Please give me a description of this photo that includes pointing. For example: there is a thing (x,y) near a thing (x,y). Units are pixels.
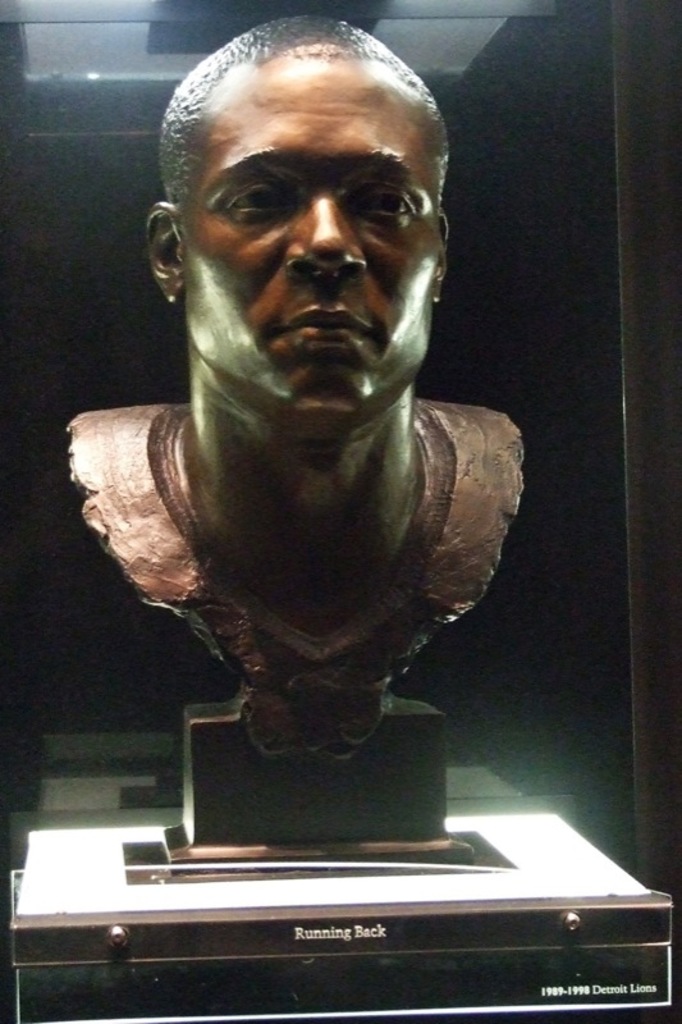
In this picture we can see sculpture (171,447) is placed in a glass box (38,712).
